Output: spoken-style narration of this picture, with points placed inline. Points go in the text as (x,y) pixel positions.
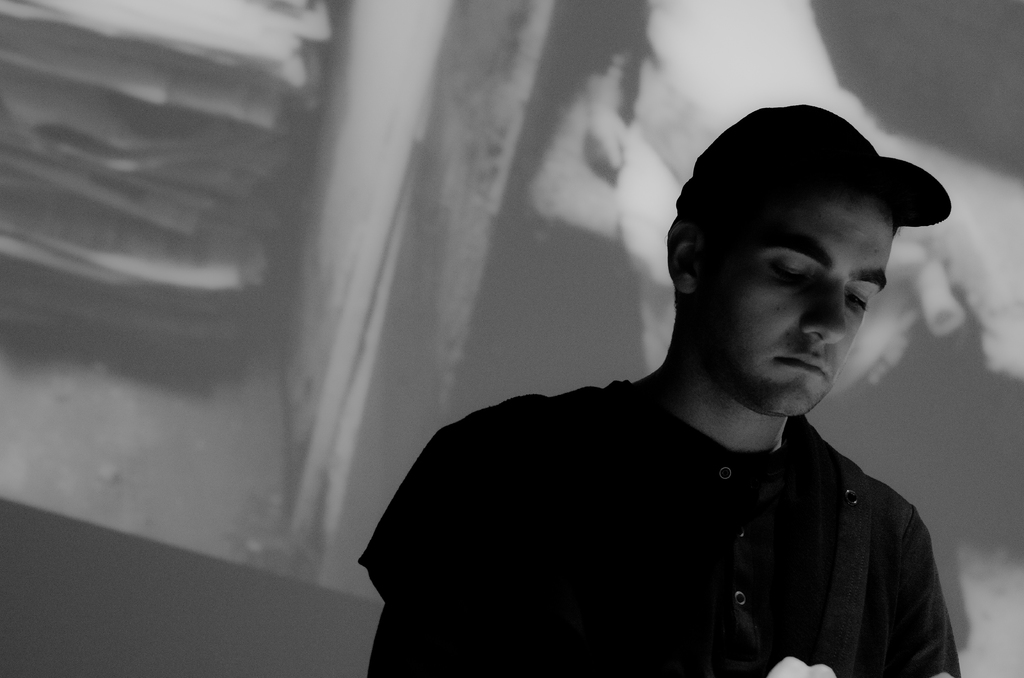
In this image there is a person (769,464) wearing a cap (821,161) visible on the right side (780,272), in the background (178,213) may be there is a screen (309,109) on which there are some objects (187,231).
